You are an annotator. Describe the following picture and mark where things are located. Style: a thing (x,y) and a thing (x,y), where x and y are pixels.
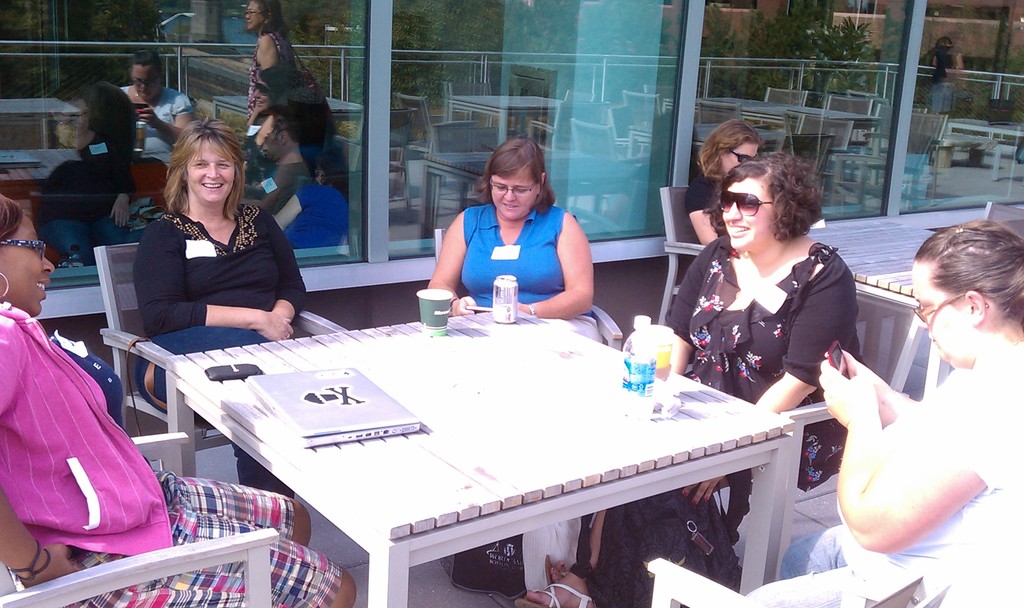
In this image I can see a group of ladies (965,488) are sitting on the chairs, in the middle (619,369) there is the dining table (550,434). There is the water bottle (628,376) and a laptop (398,424), at the top (1010,73) there is the glass wall (526,118).
